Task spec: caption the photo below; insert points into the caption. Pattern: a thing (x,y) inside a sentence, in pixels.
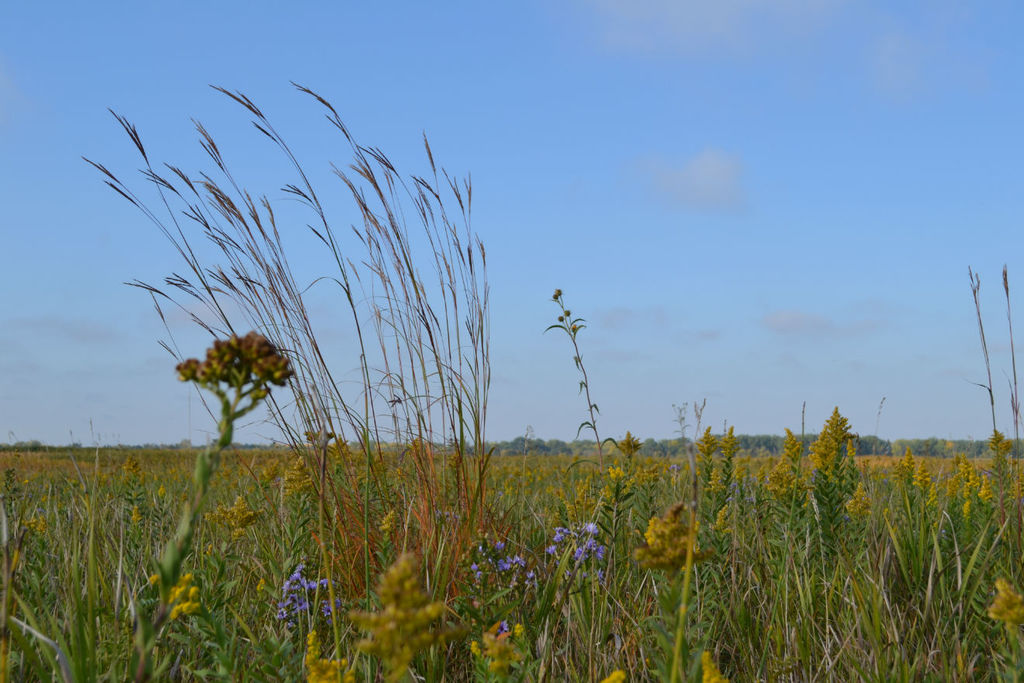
In this picture I can see the plants (422,465) in front (796,526) and I see few buds (789,466) and flowers (302,568) which are of purple color. In the background (61,404) I can see the sky (553,278).
